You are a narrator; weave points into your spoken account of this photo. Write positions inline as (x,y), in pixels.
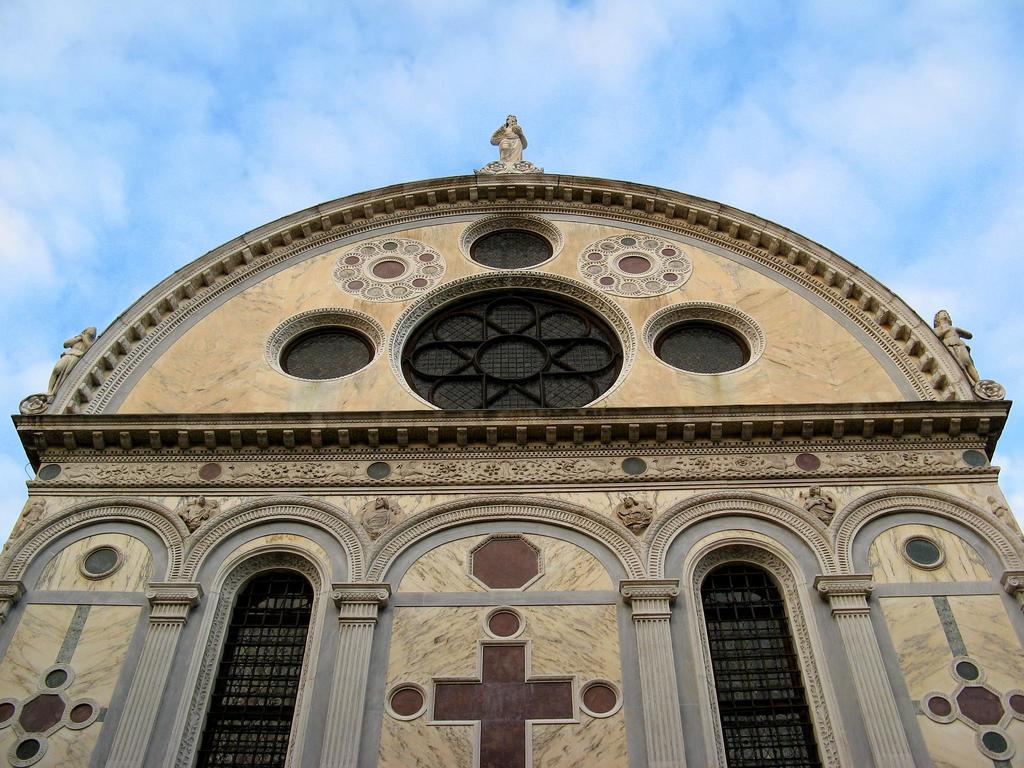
In the foreground of this image (298,422), there is a building (579,537) and few windows (250,688) to it. In the background (678,122), there is the sky (590,87) and the cloud (560,61).
